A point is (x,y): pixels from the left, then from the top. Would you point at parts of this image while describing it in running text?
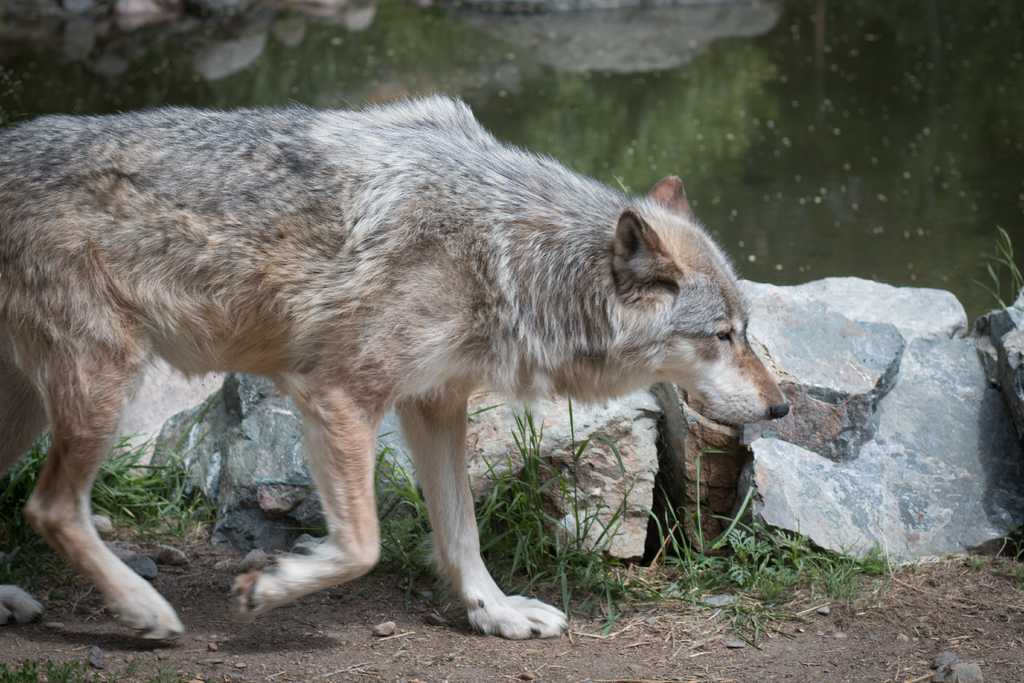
In this image, we can see an animal (412,415). We can see some water (782,236). We can see the ground (599,602) with some grass (529,550) and rocks (506,417). We can also see some reflection (692,19) in the water (796,263).
